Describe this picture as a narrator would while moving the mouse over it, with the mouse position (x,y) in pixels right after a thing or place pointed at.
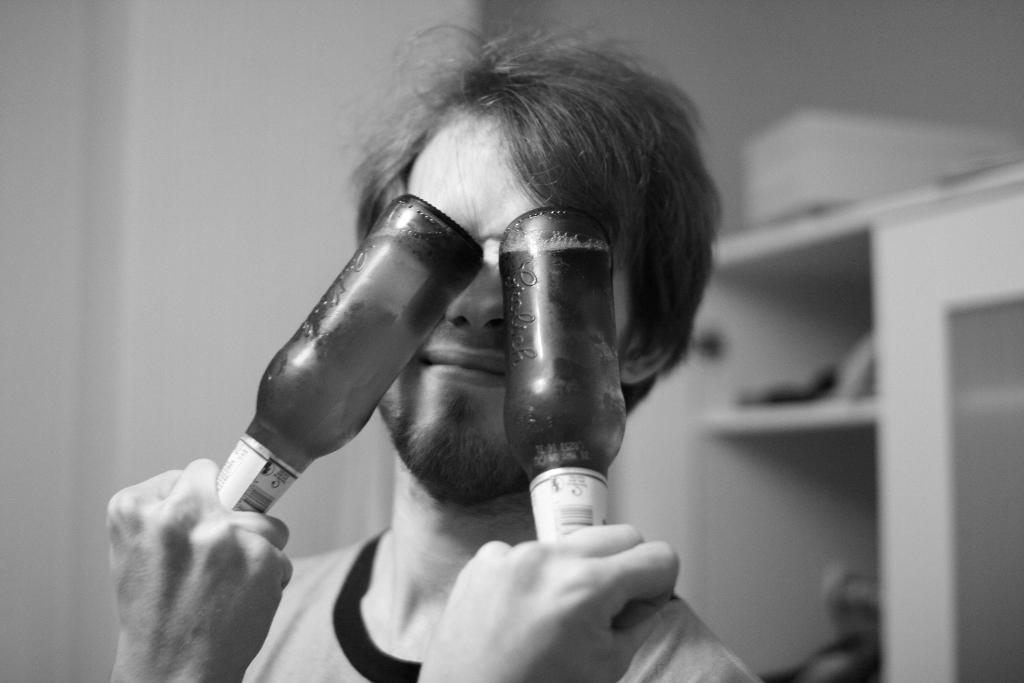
In this picture we can see a man (693,321) holding two bottles (571,309) with his hands (189,644). On the background (251,162) there is a wall (244,197).
